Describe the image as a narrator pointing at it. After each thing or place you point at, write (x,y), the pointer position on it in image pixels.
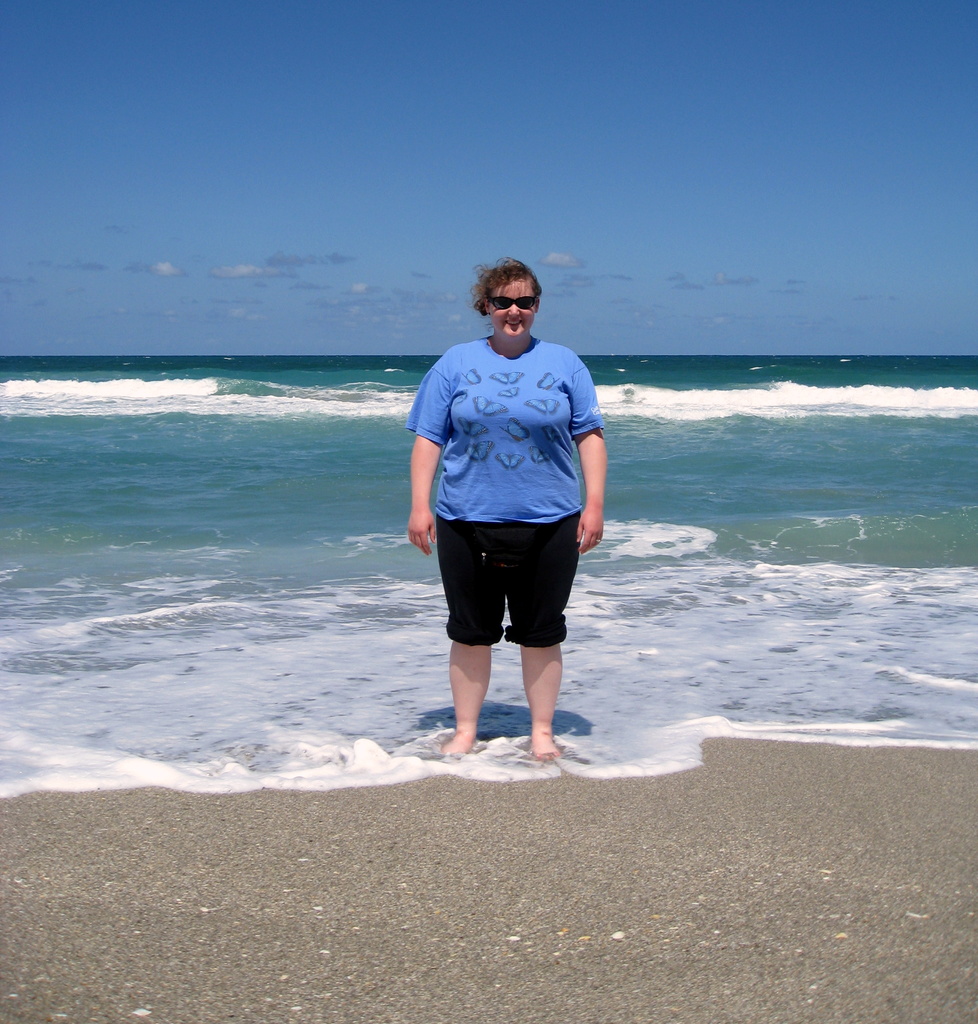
In the image I can see a person (453,537) who is standing on the sea shore (408,996).
